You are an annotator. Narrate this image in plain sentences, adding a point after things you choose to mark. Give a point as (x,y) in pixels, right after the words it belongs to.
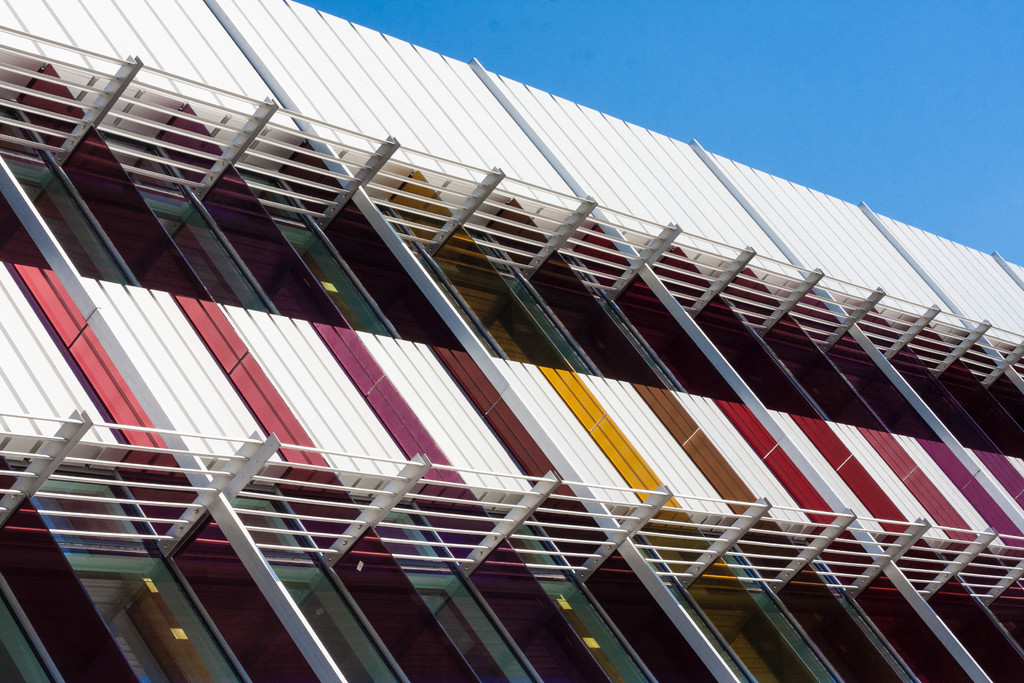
In this picture we can see the elevation (139,357) of a building (445,287). In the picture we can see glass (326,271) and iron poles (460,320). At the top (786,82) there is sky (836,85).
